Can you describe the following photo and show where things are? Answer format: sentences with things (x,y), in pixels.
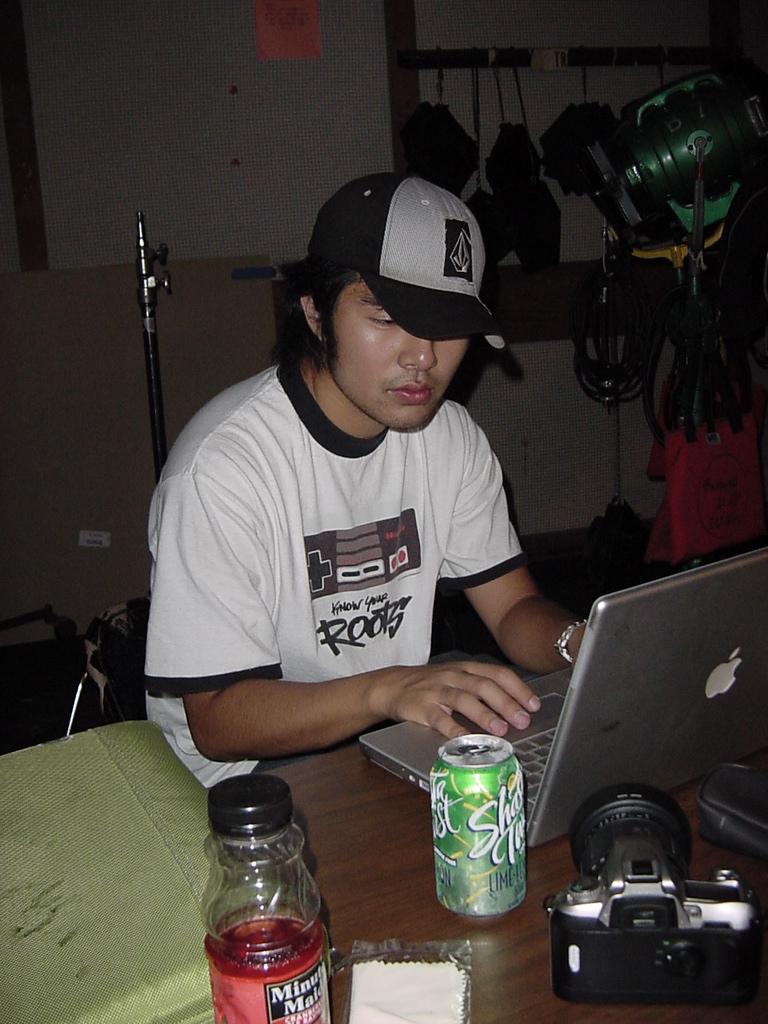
This person (379,417) sitting and typing and wear cap (408,317). We can see laptop (387,733), tin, bottle (229,1003), camera (743,916) on the table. On the background (269,70) we can see wall (598,424), stand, cables (628,343).
